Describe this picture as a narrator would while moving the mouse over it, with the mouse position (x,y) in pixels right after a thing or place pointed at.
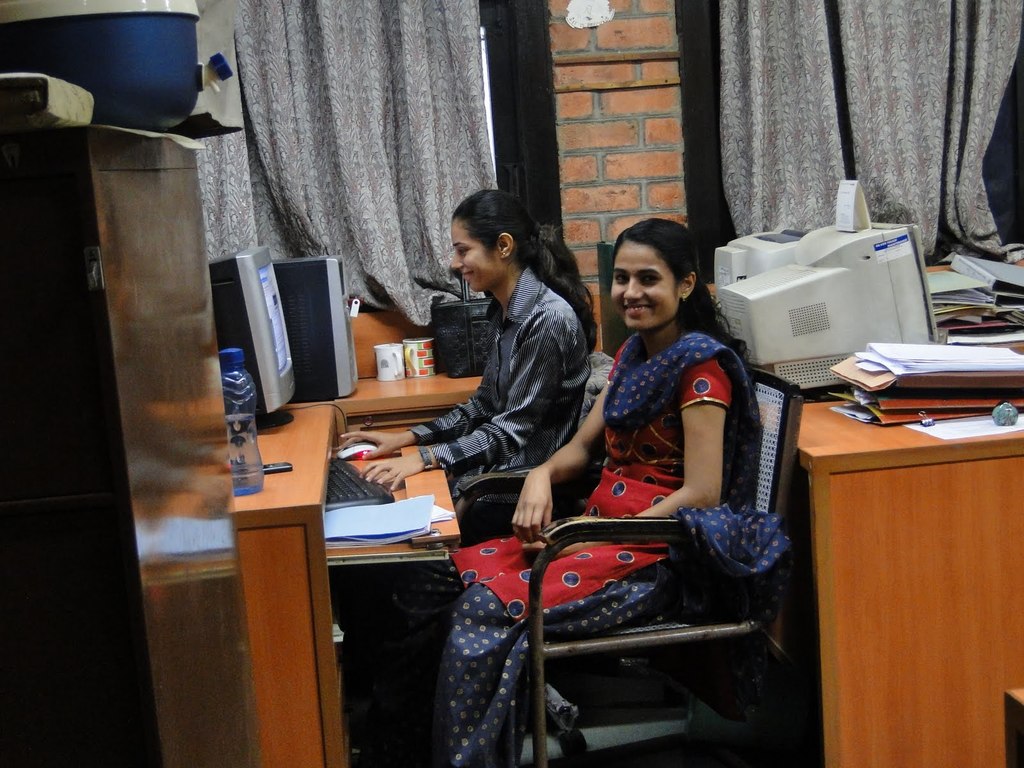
On the background (624,119) we can see a wall (620,115) with bricks (625,165) and curtains (398,134). Here we can see two women (626,481) sitting on chairs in front of a computer table (326,413) and on the table (428,481) we can see computer (353,341), bottles (238,450), mugs (423,365), keyboard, papers (355,535) and they both hold a smile on their faces (475,259). And here on the table (898,437) we can see computers (890,277), papers (957,363) and a paper stopper (1016,420).
